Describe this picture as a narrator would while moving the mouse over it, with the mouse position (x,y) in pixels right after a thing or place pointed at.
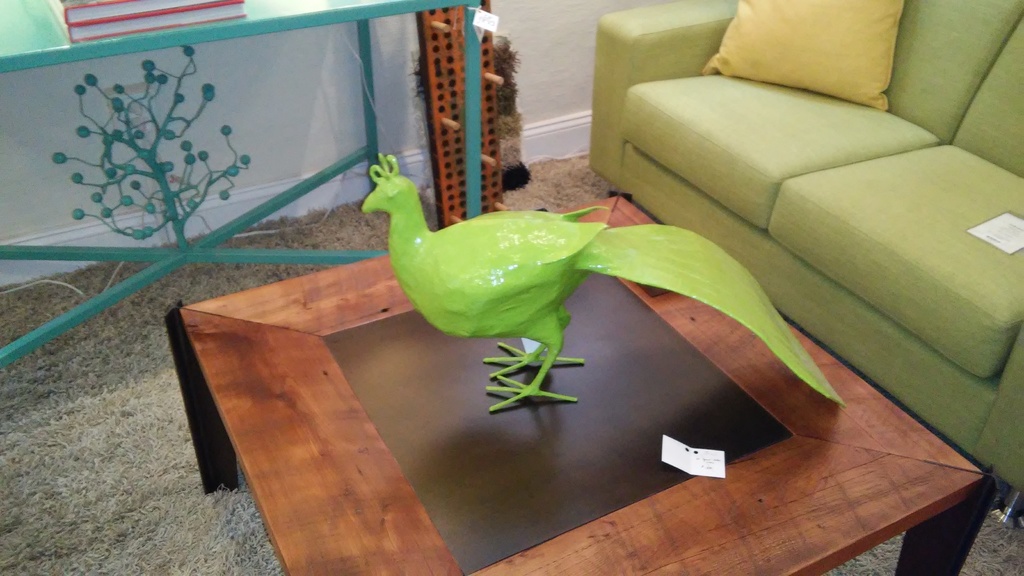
In this image i can see a toy bird (464,288) on a table (608,350), at the right side (835,34) i can see a couch (858,269) and a pillow (837,47), at the back ground (557,45) i can see a wall (568,39) and i can see some books (201,20) on the table (203,27).
